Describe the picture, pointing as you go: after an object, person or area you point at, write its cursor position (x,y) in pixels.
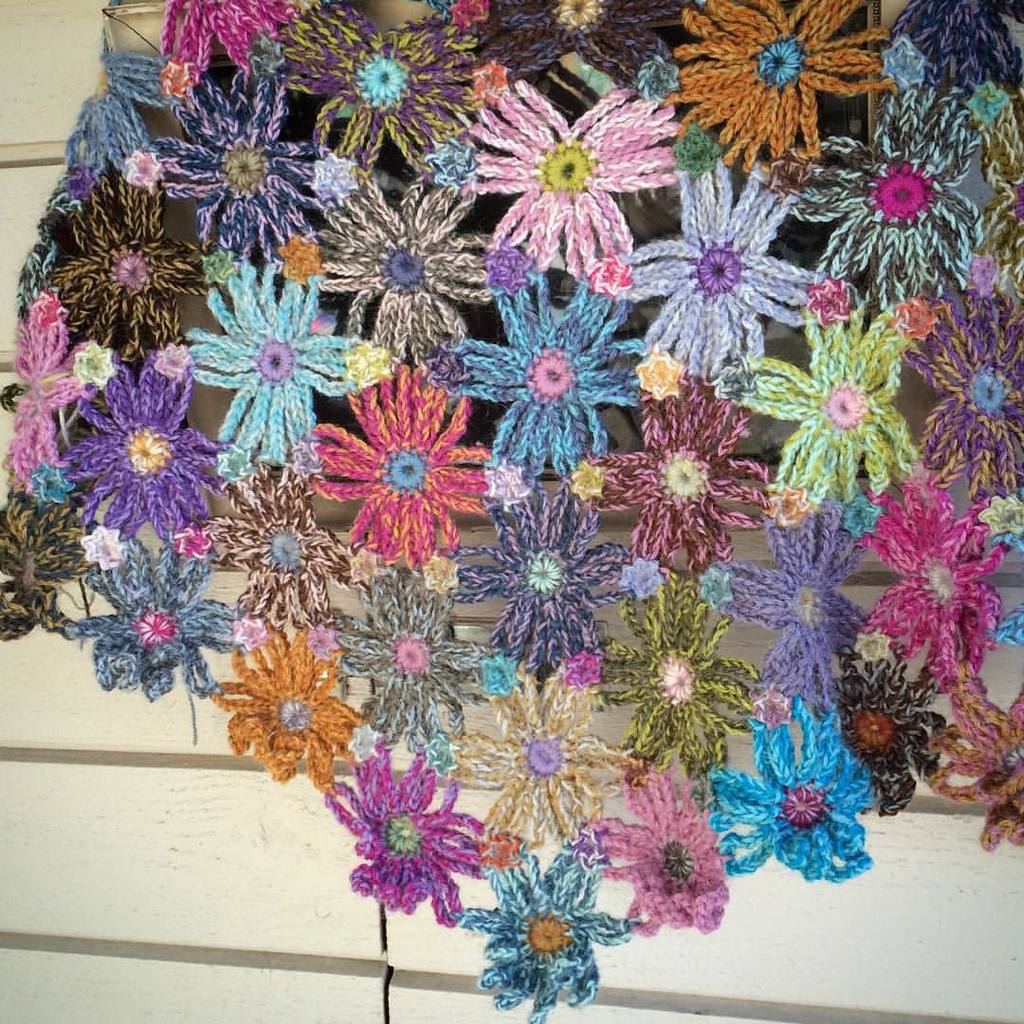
In the center of this picture (567,462) we can see the woolen craft (735,365) and in the background (127,866) we can see the wall (115,750) and some other items (331,301).
